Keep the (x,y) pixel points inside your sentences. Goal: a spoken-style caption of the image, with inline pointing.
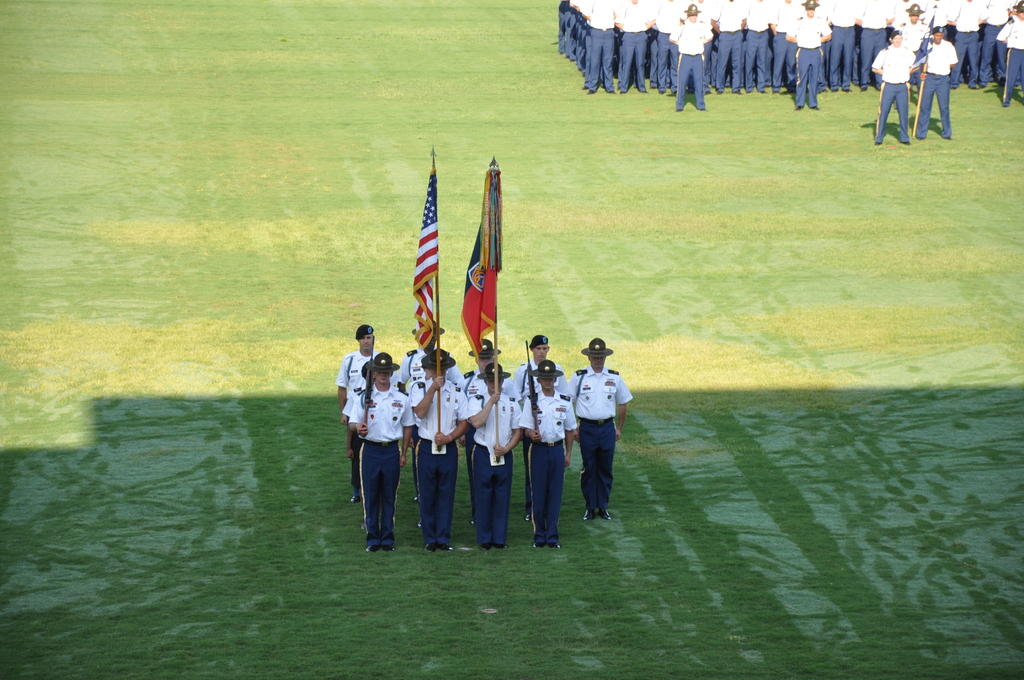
In the picture a group of boys (539,368) are holding two flags (483,303) with their hand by standing in an order, behind them there is a big group of another boys (774,39) standing in a row they are wearing white and blue dress (775,89) and all of them are standing in the ground (582,199) that is covered with green grass (842,282).
